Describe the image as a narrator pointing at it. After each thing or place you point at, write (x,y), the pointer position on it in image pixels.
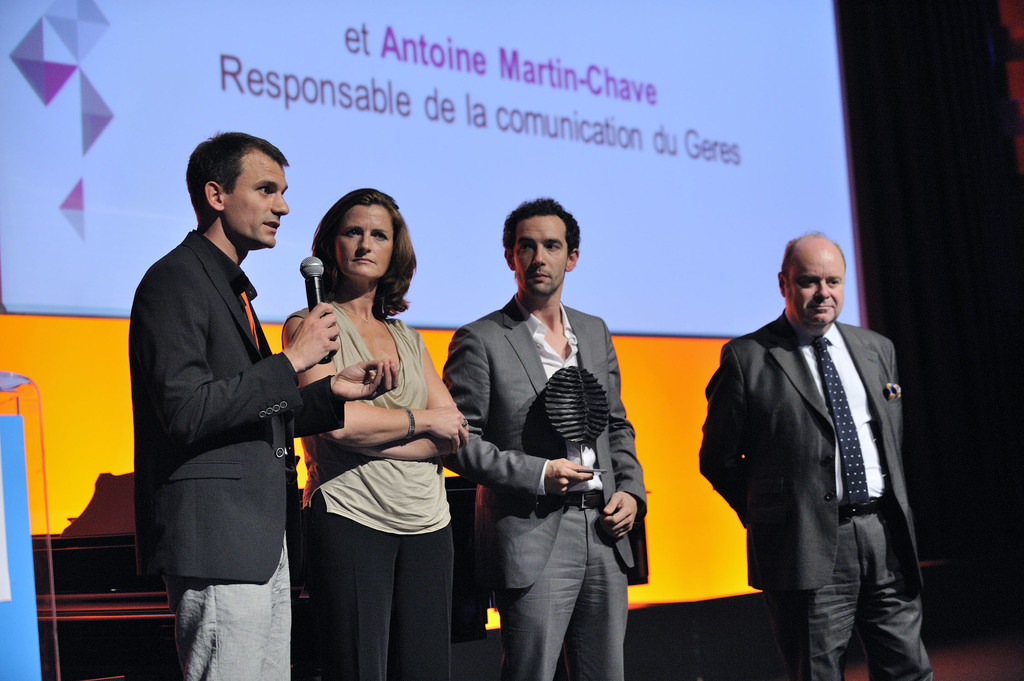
In this picture we can see there are four persons (324,516) standing. A man (267,449) in the black blazer (209,365), is explaining something and he is holding a microphone (315,293) in hand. Behind the people (384,379) there is a projector screen (394,143). On the left side of the image (17,453), there is an object (13,623).
